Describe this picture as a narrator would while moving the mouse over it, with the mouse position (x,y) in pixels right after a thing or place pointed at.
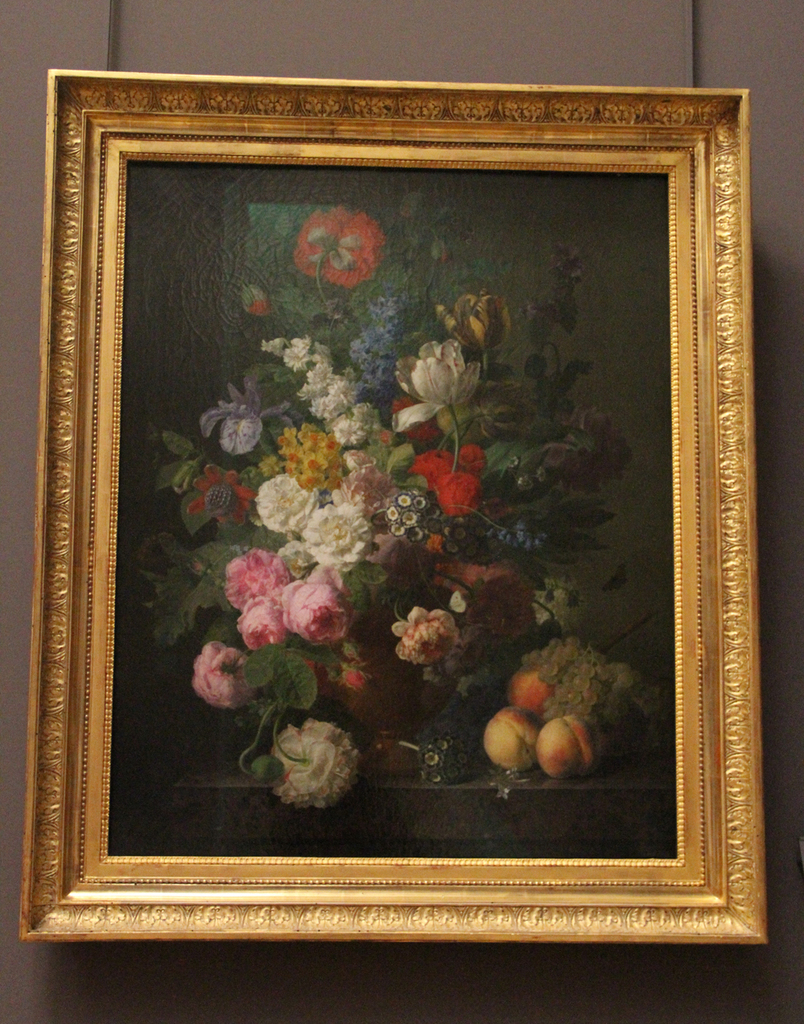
In this picture we can see a frame (713,127). In this frame (442,208), we can see some colorful flowers (372,376) and fruits (531,685).
